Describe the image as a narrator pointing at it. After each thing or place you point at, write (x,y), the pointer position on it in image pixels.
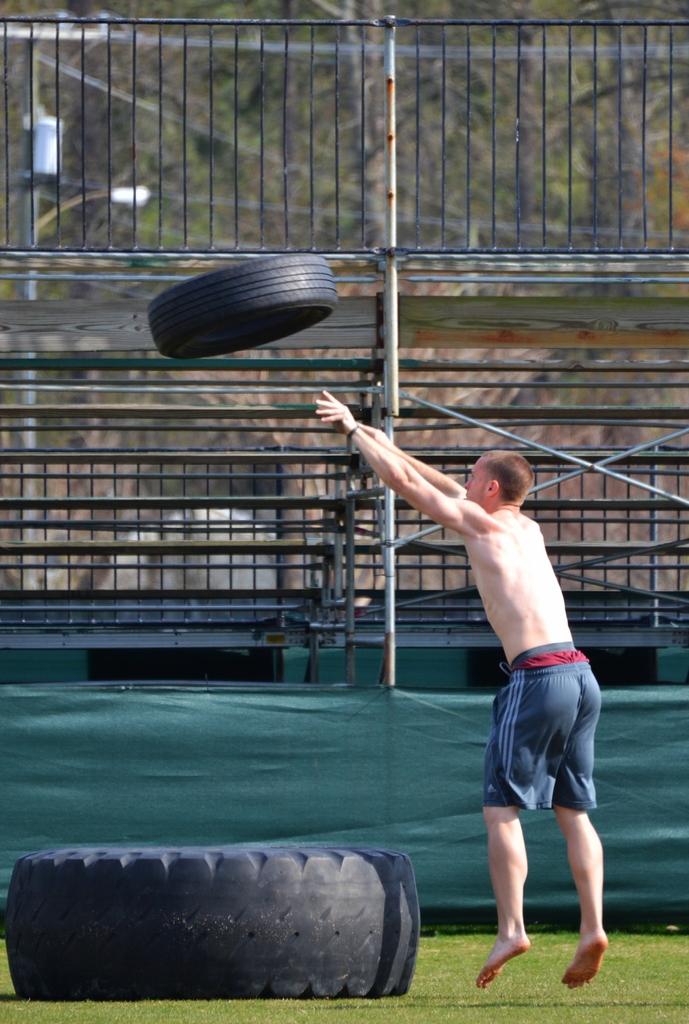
In this image I can see the person (486,774) jumping in the air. I can see there is a tyre (325,867) in-front of the person (537,719) and an another tyre (180,326) in the air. In the background (144,719) I can see the green color fence (262,757), railing (259,392) and the trees (375,119).
